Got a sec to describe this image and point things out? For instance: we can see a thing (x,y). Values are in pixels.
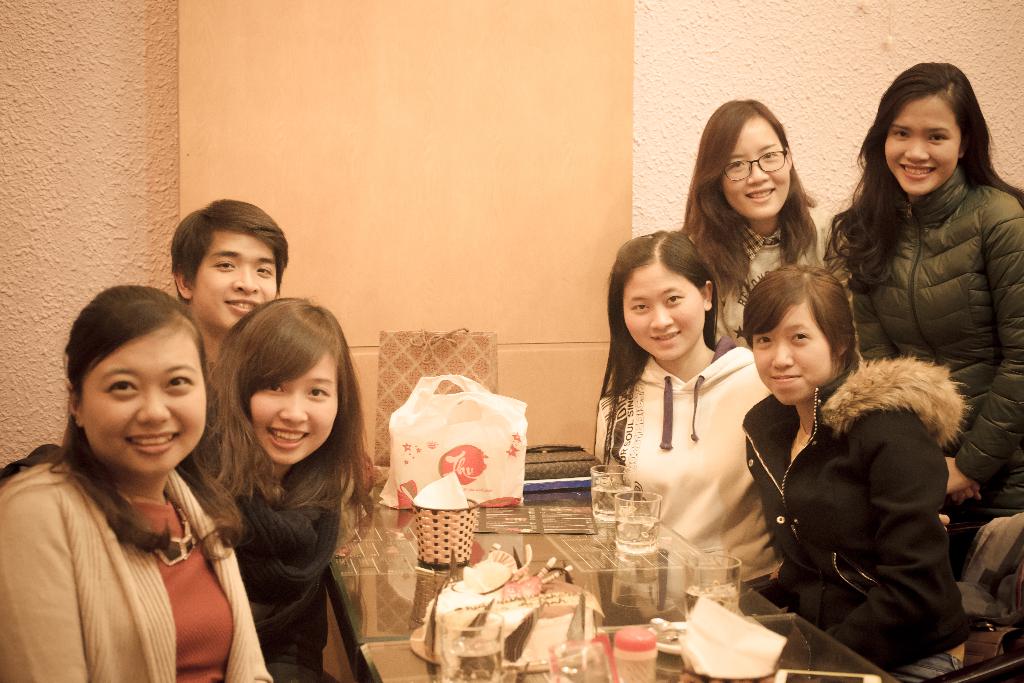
In this picture there are group of people (56,625) sitting and smiling and there are two persons (803,203) standing and smiling. There are glass (492,623), tissues (725,630) and there is a basket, cover (479,477), bag (459,434) and cell phone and cake (552,627) on the table (568,562). At the back (541,124) there is a wall (430,149).
